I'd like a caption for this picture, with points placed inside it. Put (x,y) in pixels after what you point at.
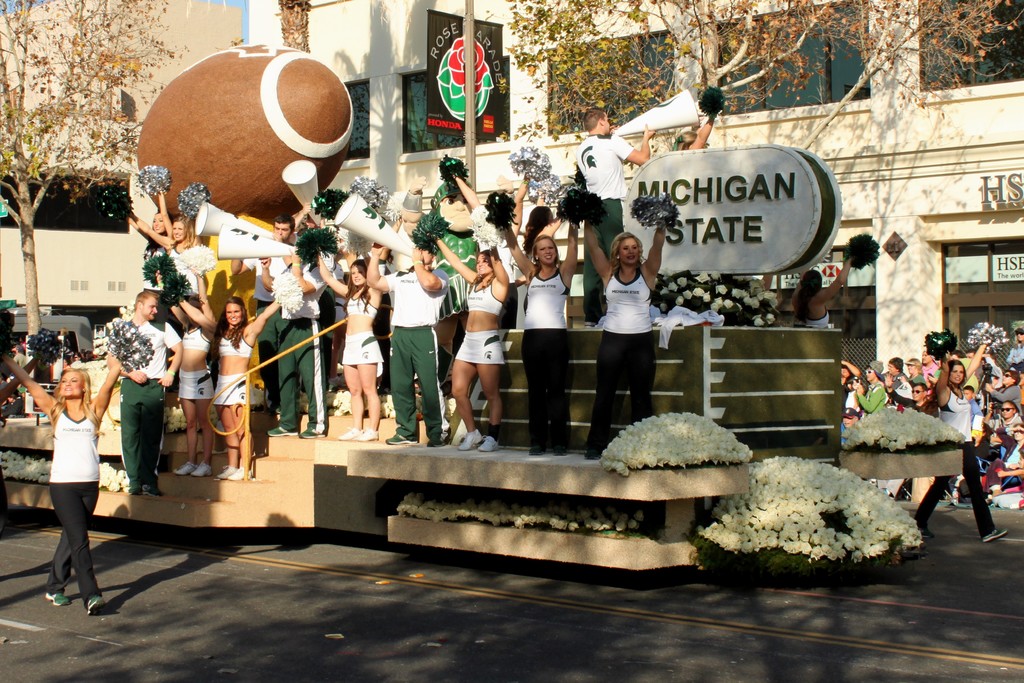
There are groups of cheer girls (618,319) standing and few people (297,327) are holding speakers (364,216). These are the bunch of flowers (703,442), which are white in color. This looks like a name board (732,187). I think this is the banner (462,110), attached to the pole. I can see the sculpture (279,119) of the rugby ball (257,135). These are the trees (664,79) and buildings (890,128) with windows (424,134). There are few people (991,410) standing and few people (1003,475) sitting.
